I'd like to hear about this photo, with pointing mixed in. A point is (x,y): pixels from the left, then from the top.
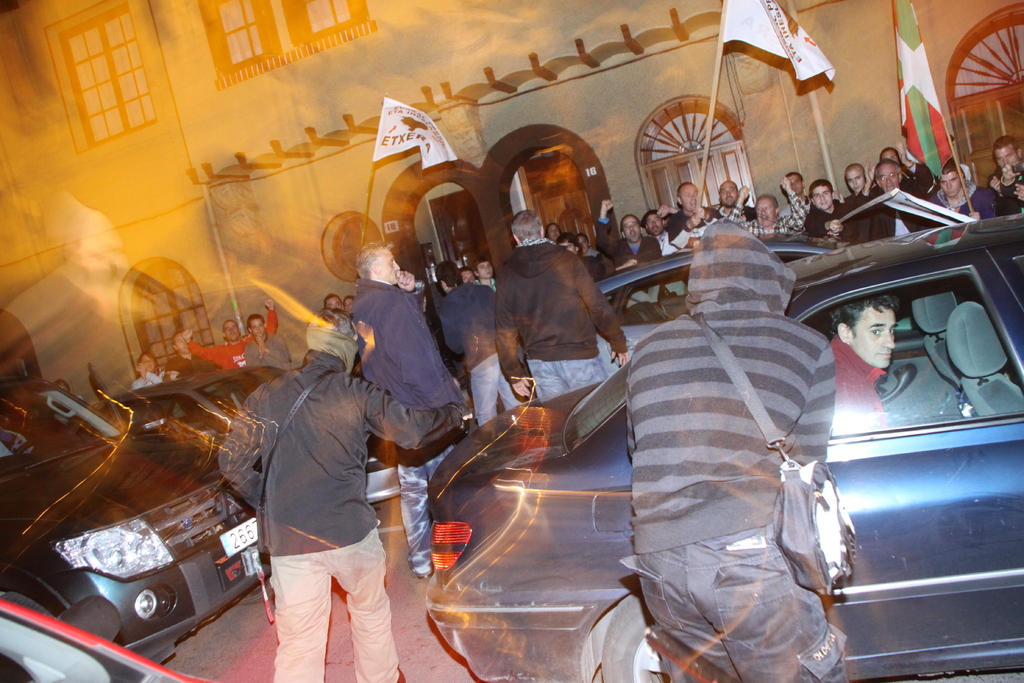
As we can see in the image there are flags (923,103), buildings (361,81), windows (315,10), few people (360,282) here and there and cars (618,372).
